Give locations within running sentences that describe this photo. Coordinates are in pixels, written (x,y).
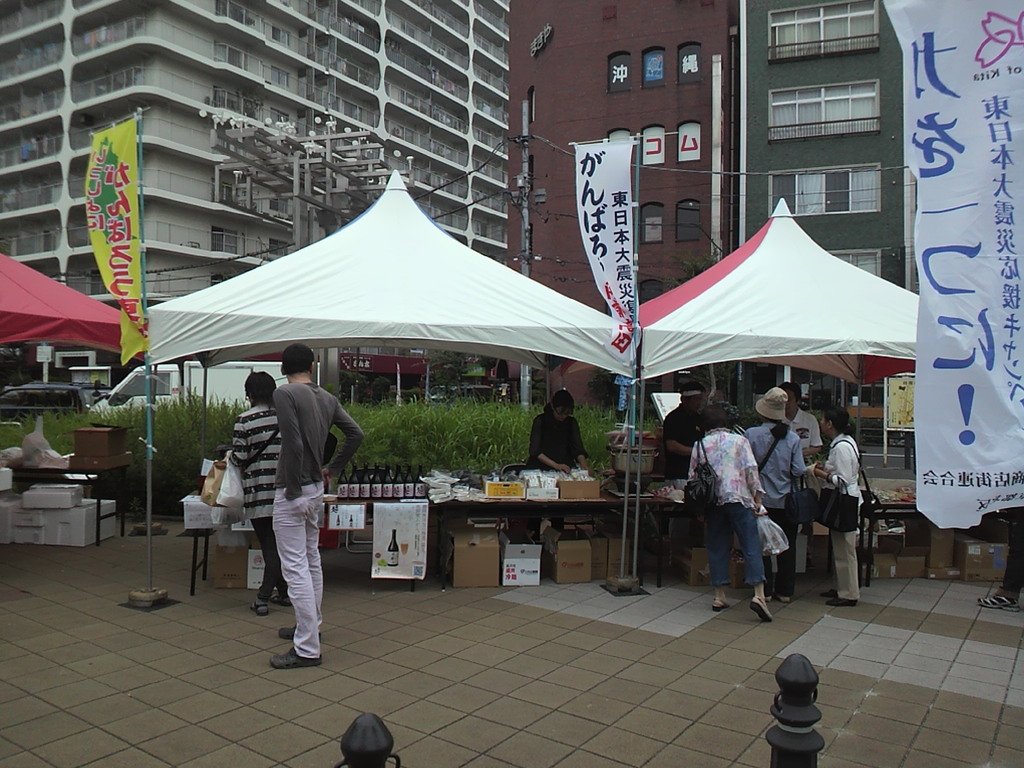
in this image we can see group of persons (778,504) standing on the ground (340,560). One woman (748,496) is carrying a bag (701,490) and holding a cover (761,532) in her hand (758,506). In the middle of the image (387,481) we can see several items (434,481) placed on a table (586,503). In the background (54,330), we can see a group of tents (251,336), vehicles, buildings (547,244) and flags (1016,185). In the foreground (367,756) we can see two poles (365,740).
